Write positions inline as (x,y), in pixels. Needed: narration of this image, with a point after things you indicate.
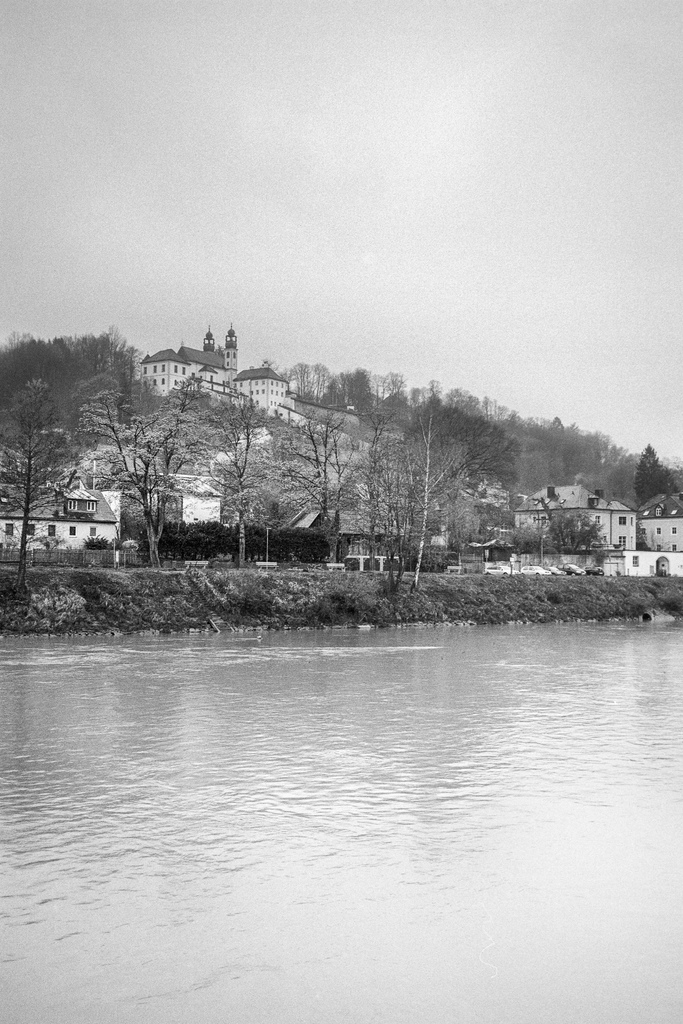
This looks like a black and white image. I think this is the river (381,730) with the water (427,802) flowing. These are the trees (395,472) and the buildings (537,511). This is the sky (502,211). I can see the bushes (256,558). I think these are the vehicles (540,568), which are parked.
